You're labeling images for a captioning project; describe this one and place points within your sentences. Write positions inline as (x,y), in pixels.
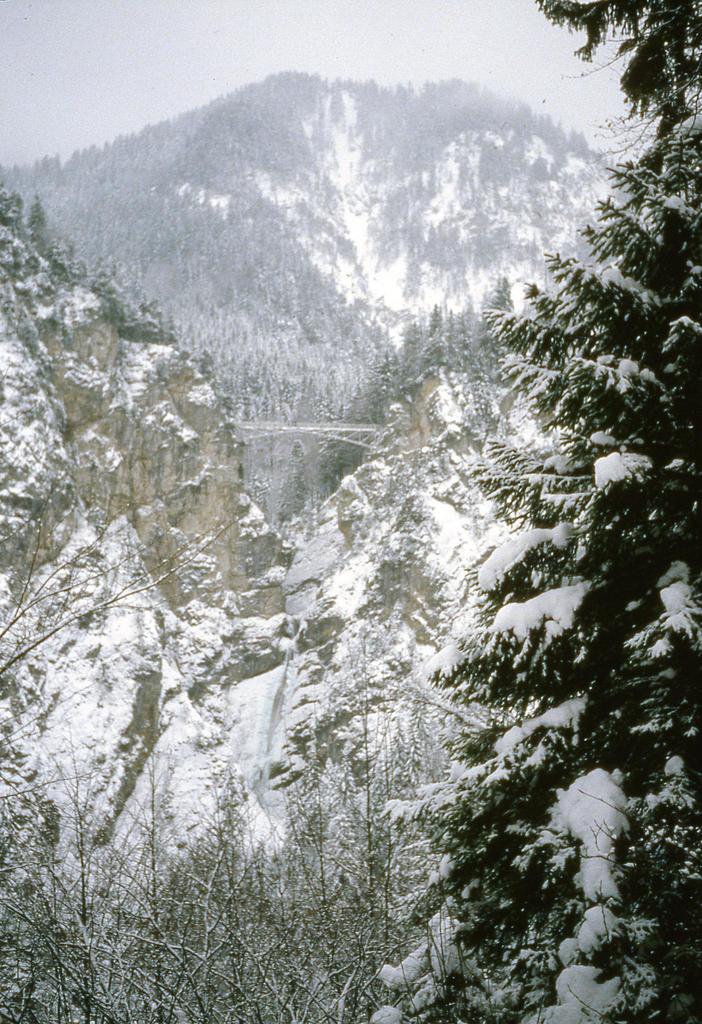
In this image there are mountains (262,547) which are covered with the snow (309,600). On the right side (601,570) there is a tree (601,594) which is covered with the snow (601,832). At the bottom (248,953) there are small plants (226,953).
